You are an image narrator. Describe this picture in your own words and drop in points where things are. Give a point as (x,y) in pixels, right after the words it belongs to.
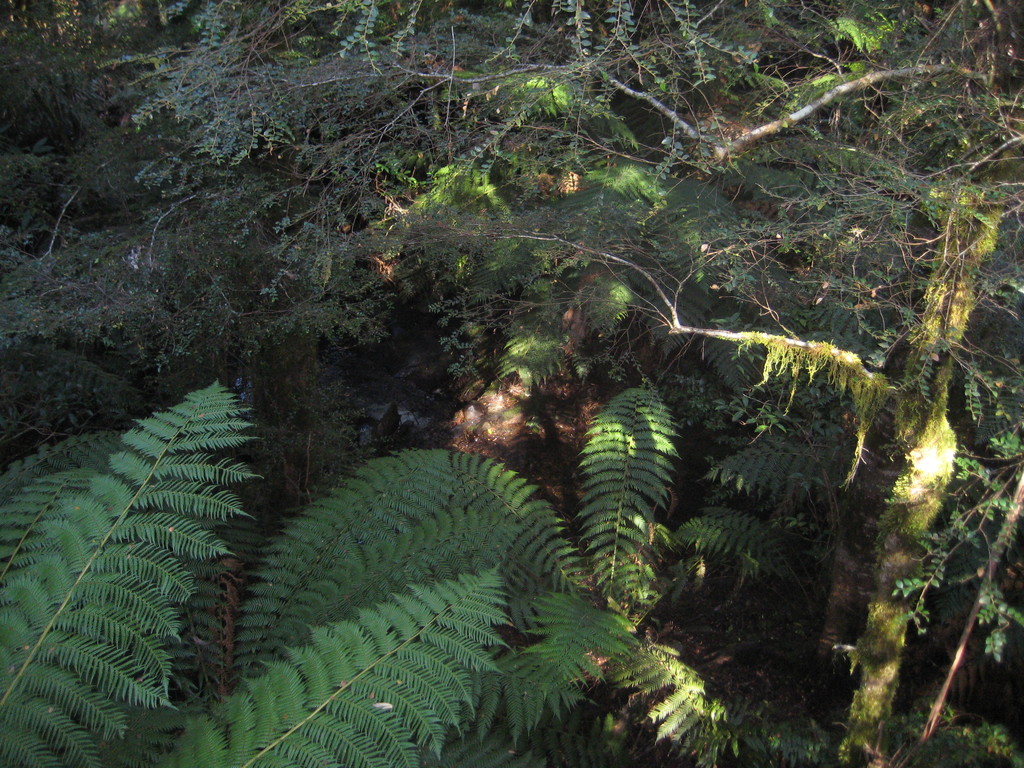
In this picture there are trees (496,89) around the area of the image.
